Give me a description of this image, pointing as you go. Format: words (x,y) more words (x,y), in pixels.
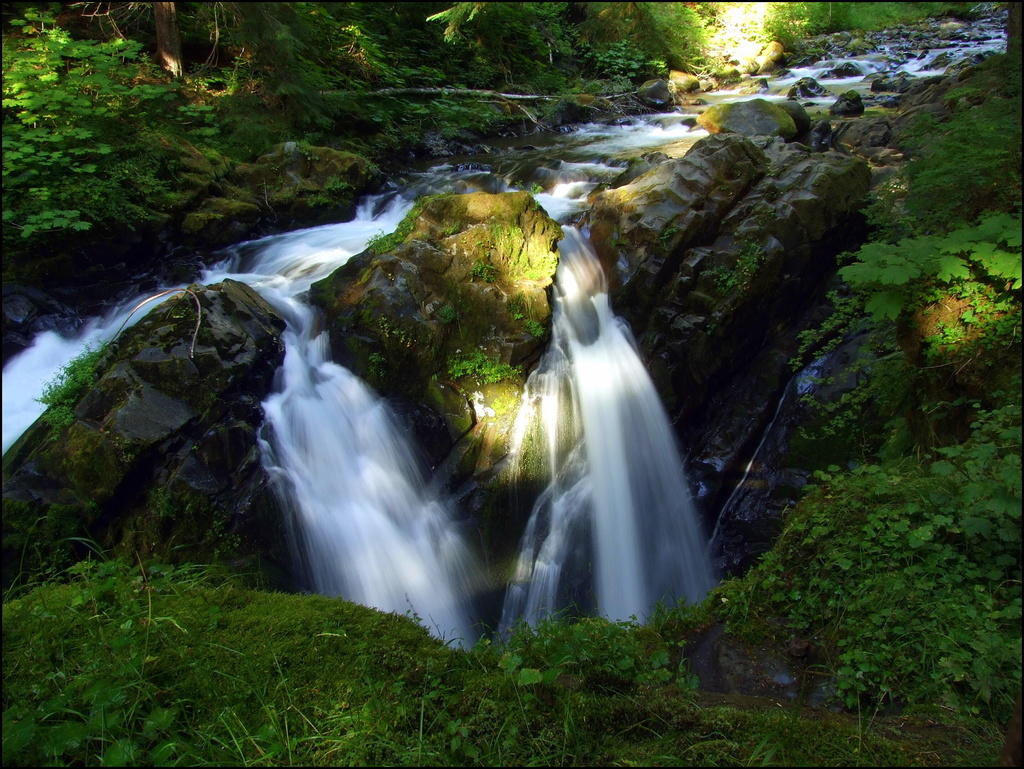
As we can see in the image there is grass (357,732), rocks (768,300), water (359,249) and trees (664,16).
